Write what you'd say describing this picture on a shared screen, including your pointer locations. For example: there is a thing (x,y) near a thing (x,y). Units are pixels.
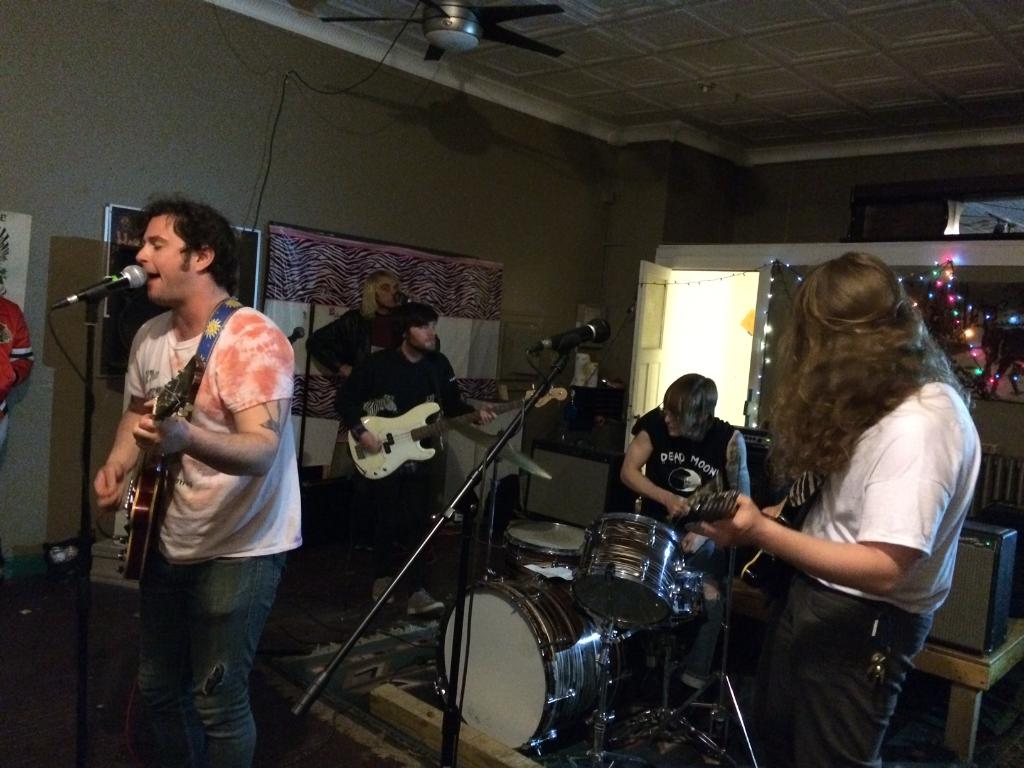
In this picture I can see three persons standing and holding the guitars (386,444), there are two persons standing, another person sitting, there are drums (614,533), there are mics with the mics stands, there are speakers (553,499), fan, there is a board (253,265), frame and papers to the wall (577,287), there are lights (1000,375), door (645,293) and a carpet (378,640).
